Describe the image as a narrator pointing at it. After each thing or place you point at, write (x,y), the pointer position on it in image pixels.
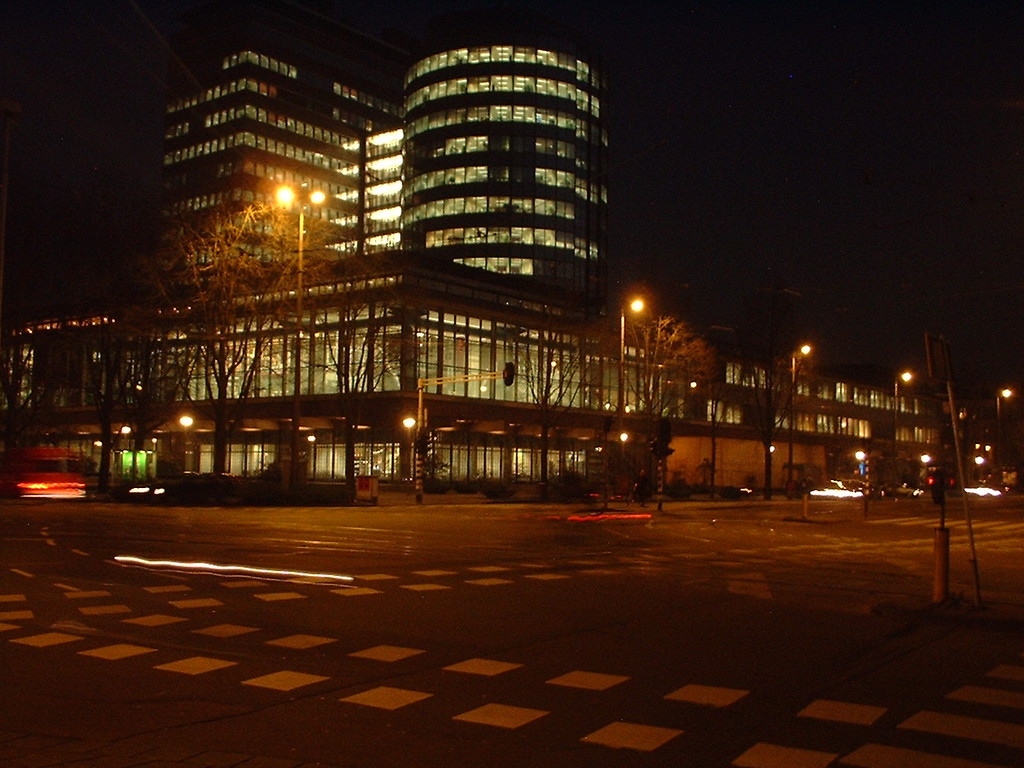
This is clicked in the street (963,761), there is road (250,654) in the front (250,654) with buildings (284,381) in the back (490,332) with many lights (524,80) inside it and there are street lights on the side of the road (944,538).
